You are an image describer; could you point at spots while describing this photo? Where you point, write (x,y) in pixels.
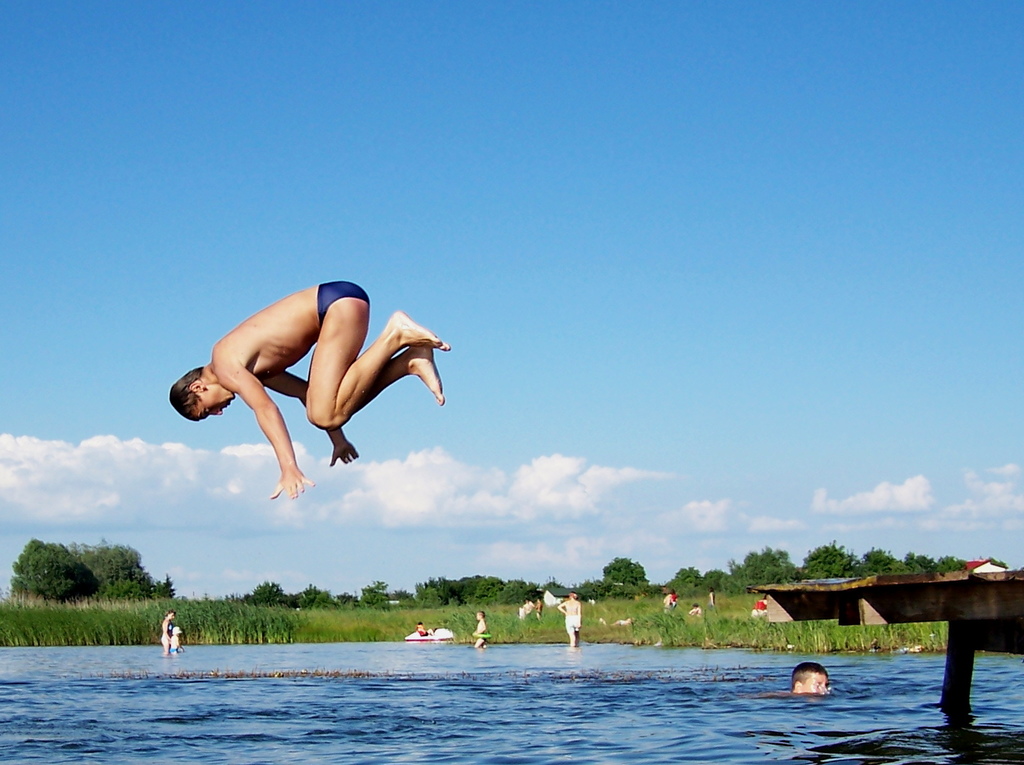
In this image, I can see a person (340,446) jumping and few people (573,642) in the water (331,715). I can see the trees (492,597) and plants (726,629). On the right side of the image (964,583), that looks like a wooden platform (980,581). These are the clouds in the sky (853,276).
